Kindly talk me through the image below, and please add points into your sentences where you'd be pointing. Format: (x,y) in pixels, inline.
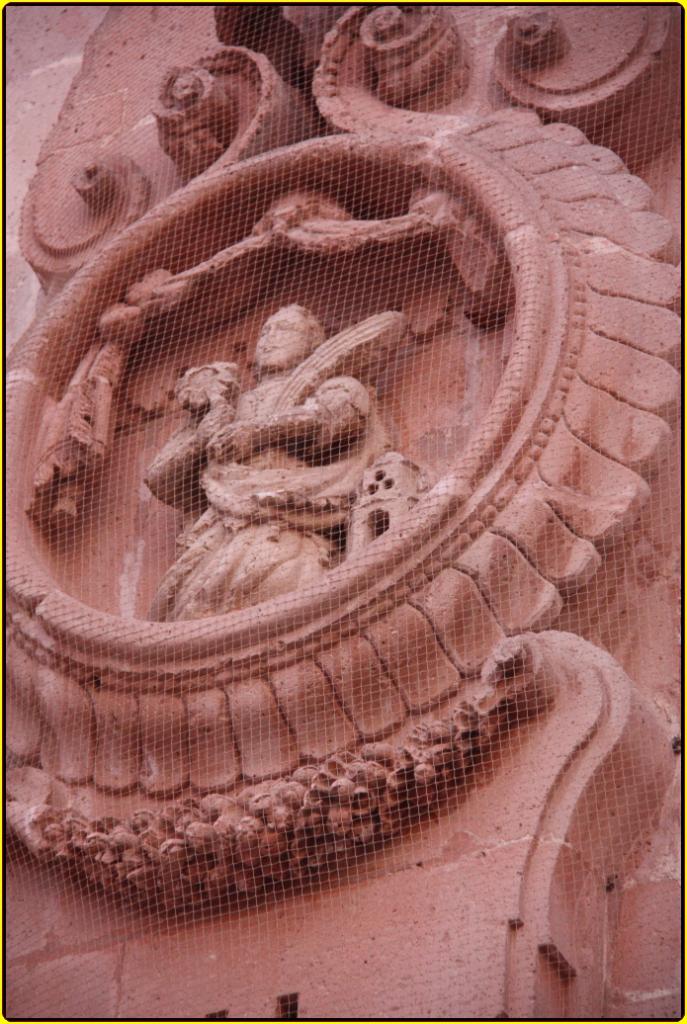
In the picture we can see a sculpture (93,387) to the wall (274,940) with some designs (345,115).
